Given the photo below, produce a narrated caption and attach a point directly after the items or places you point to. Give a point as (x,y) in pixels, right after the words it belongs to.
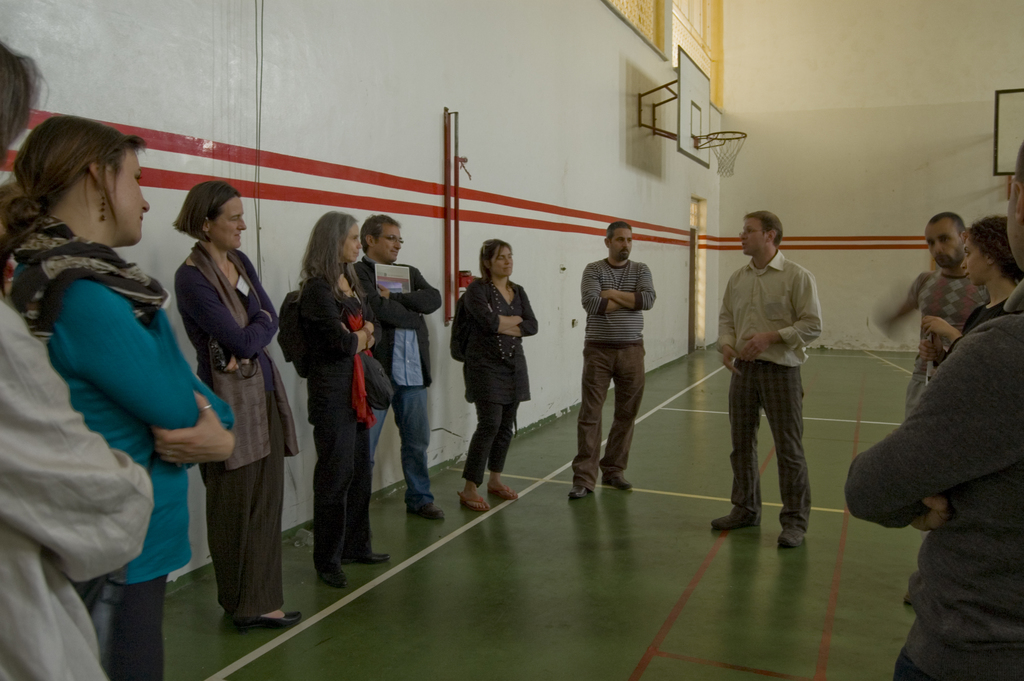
There are many people (252,283) standing. And there is a wall (544,160). And on the wall (674,86) there is a board (699,131) with basketball net (707,148). Lady (123,293) on the left side (56,261) is wearing a scarf (106,279).
